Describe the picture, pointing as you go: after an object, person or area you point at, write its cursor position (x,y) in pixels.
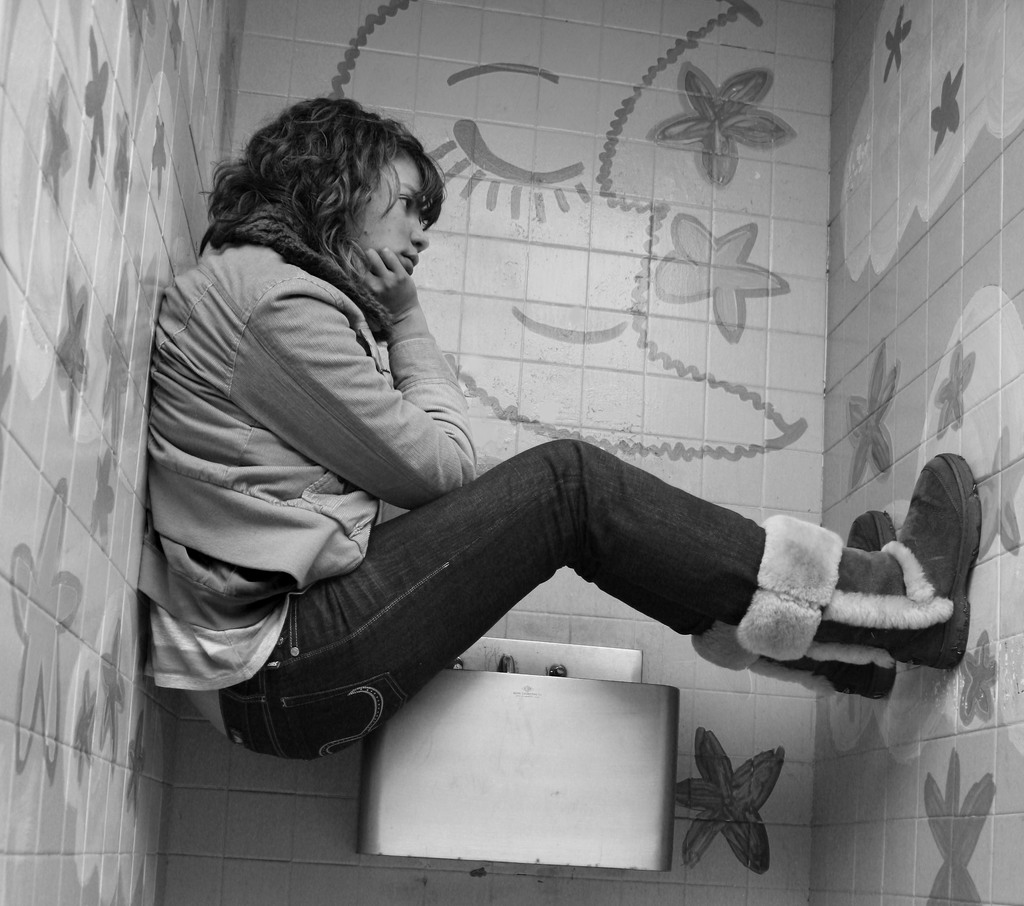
This is a black and white image, in this image there is a lady (296,495) braced above a sink (412,734), around her there are walls (940,321).
